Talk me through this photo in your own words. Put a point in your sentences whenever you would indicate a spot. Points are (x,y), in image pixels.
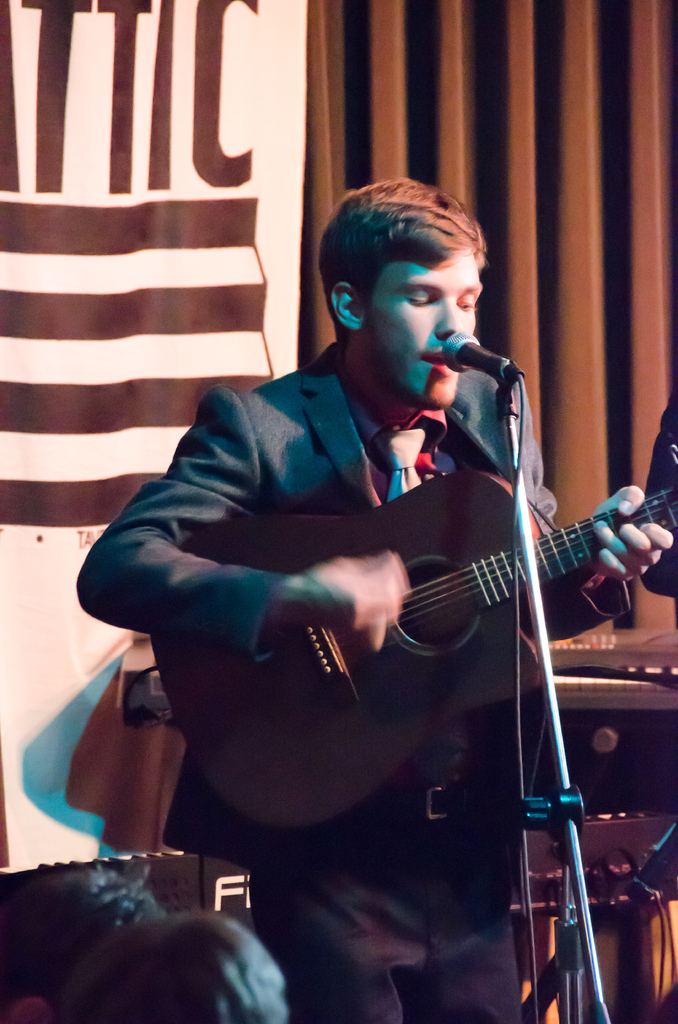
In this image I can see a man (481,454) is holding a guitar (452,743). I can also see a mic (480,356) in front of him.
